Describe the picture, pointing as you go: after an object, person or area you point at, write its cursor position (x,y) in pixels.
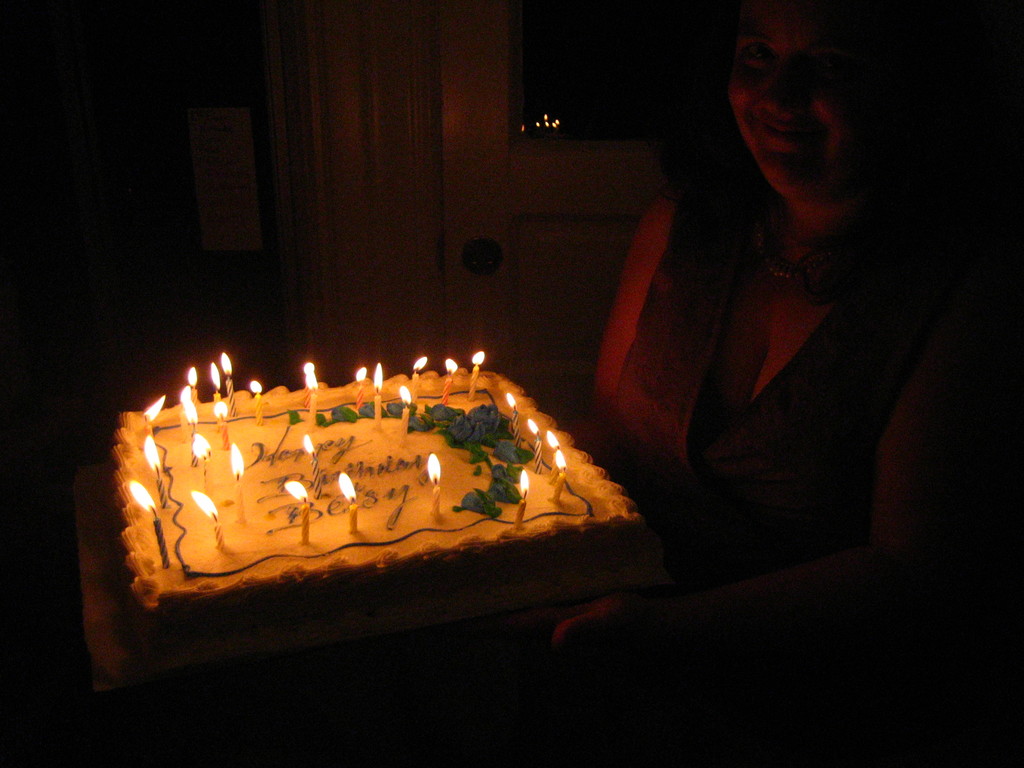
There is one woman (701,418) standing and holding a cake (423,550) in the middle of this image (355,450), and there is a wall (486,199) in the background (573,216).
